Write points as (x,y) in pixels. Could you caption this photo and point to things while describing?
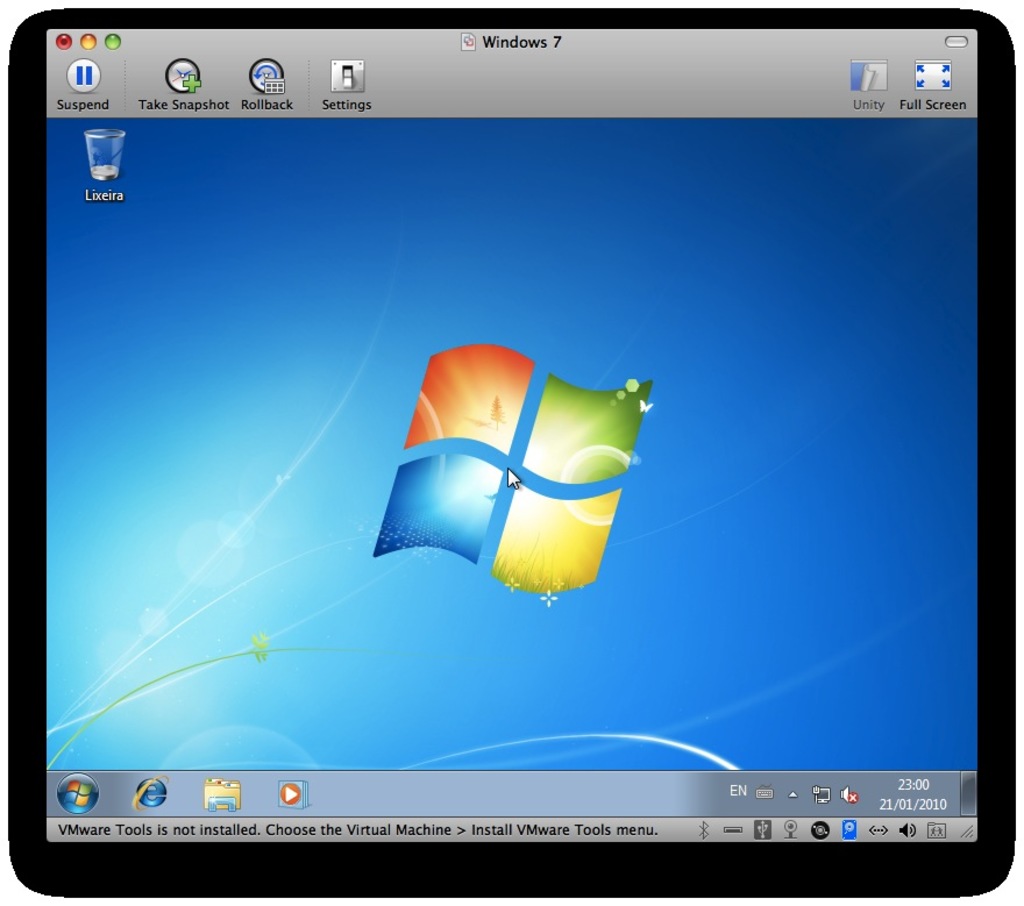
In this picture we can see a monitor screen (778,558), here we can see some symbols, some text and some numbers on it.
